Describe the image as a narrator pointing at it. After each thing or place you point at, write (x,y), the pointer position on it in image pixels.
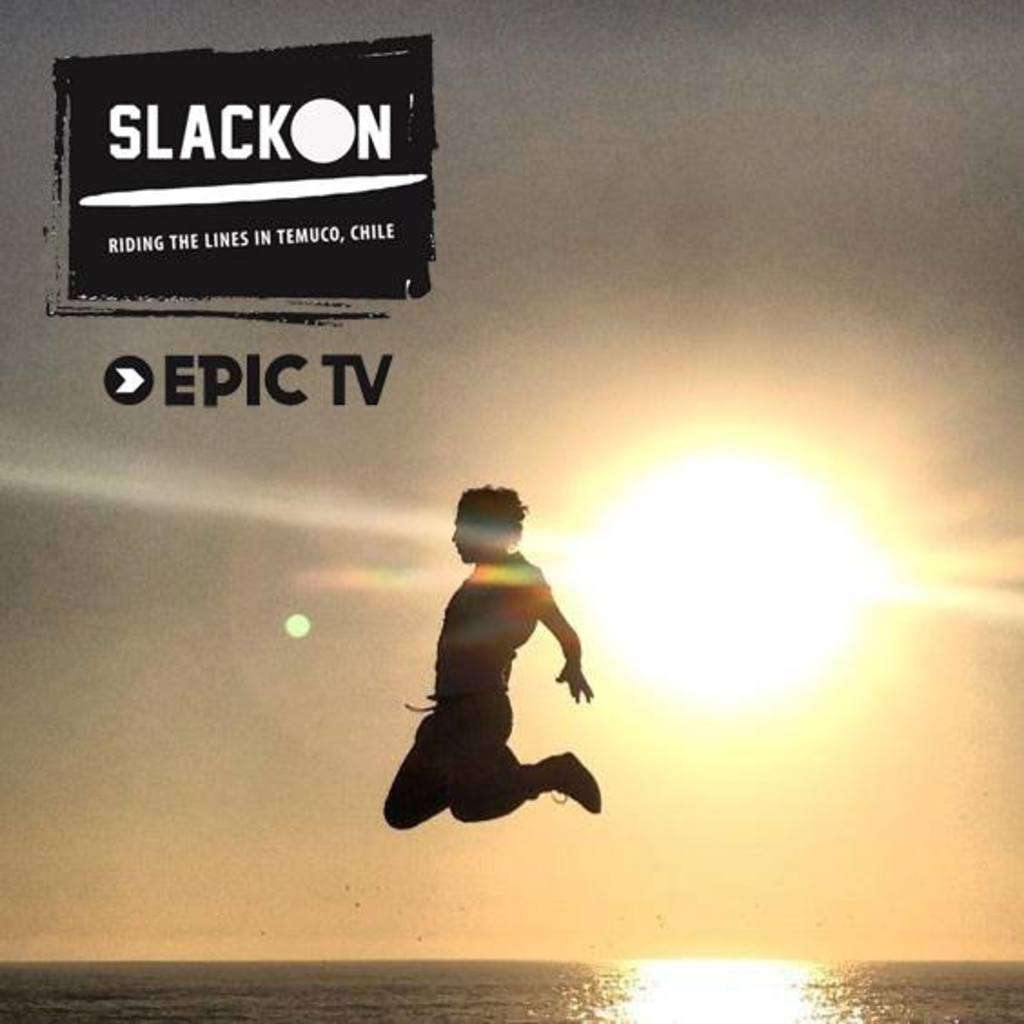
In the center of the image (462,533) there is a person (582,795) jumping in the air. At the bottom of the image (600,1000) there is water (726,992). In the background of the image (781,843) there are sun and sky (654,207). There is some text (311,131) written on the top of the image (320,140).
